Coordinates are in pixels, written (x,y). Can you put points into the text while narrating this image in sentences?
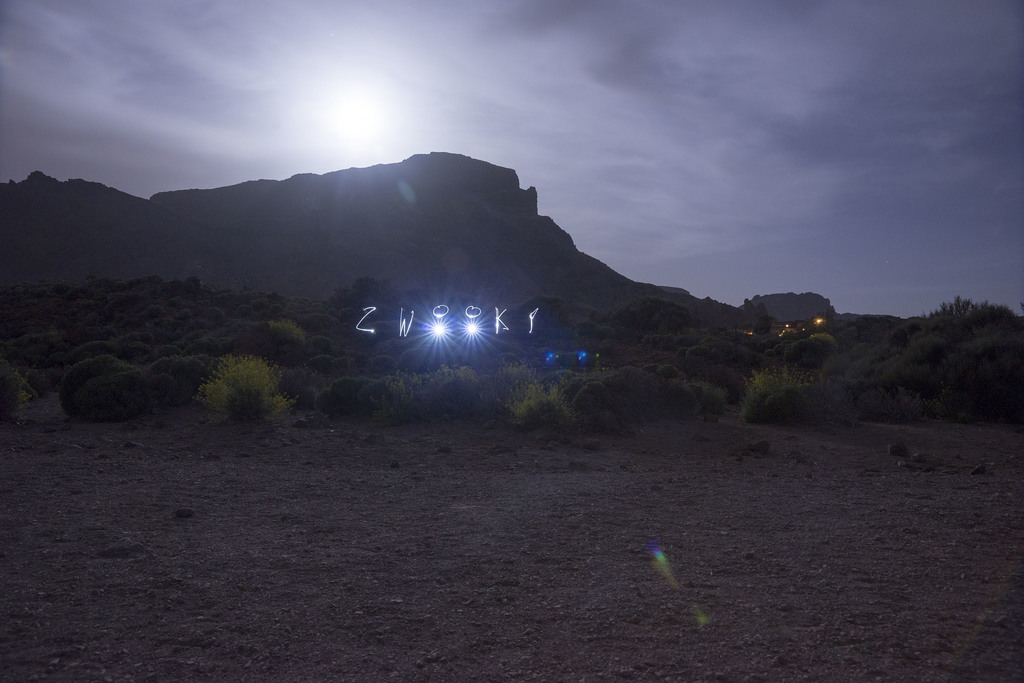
In this image, we can see hills (545,274), lights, shrubs (416,335), trees (672,316) and at the top (316,119), there is moon light (410,102) in the sky (439,125). At the bottom (316,574), there is ground (208,607).
